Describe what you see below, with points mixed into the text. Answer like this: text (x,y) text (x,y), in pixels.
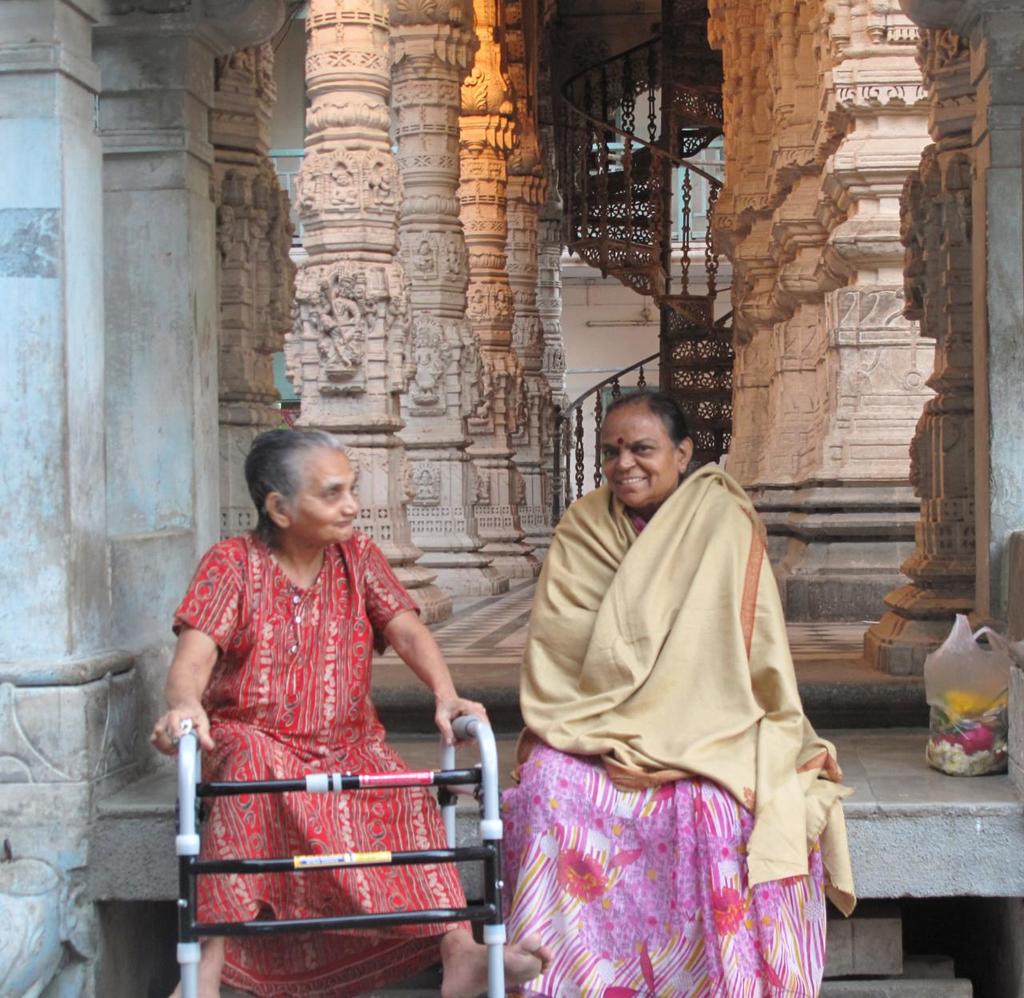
In this image, we can see two people (362,698) sitting. Among them, a person (364,760) is holding an object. We can see the ground (1007,791) and a cover bag (980,717) with some objects (959,710). We can see some pillars (774,95) with sculptures (801,118). We can see some stairs (699,63) and the railing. We can also see the wall (606,336).
